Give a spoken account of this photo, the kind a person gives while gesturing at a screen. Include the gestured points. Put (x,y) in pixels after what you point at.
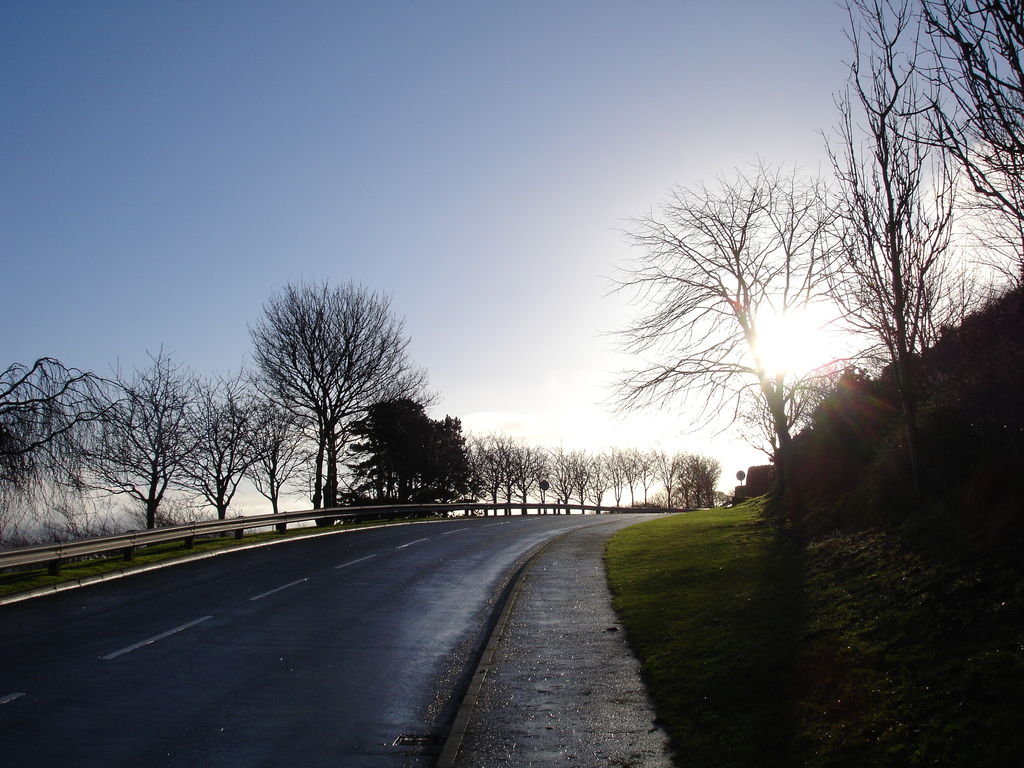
In the picture we can see the road (440,716), railing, grass (740,594), trees (221,413) and the sky (67,137).
